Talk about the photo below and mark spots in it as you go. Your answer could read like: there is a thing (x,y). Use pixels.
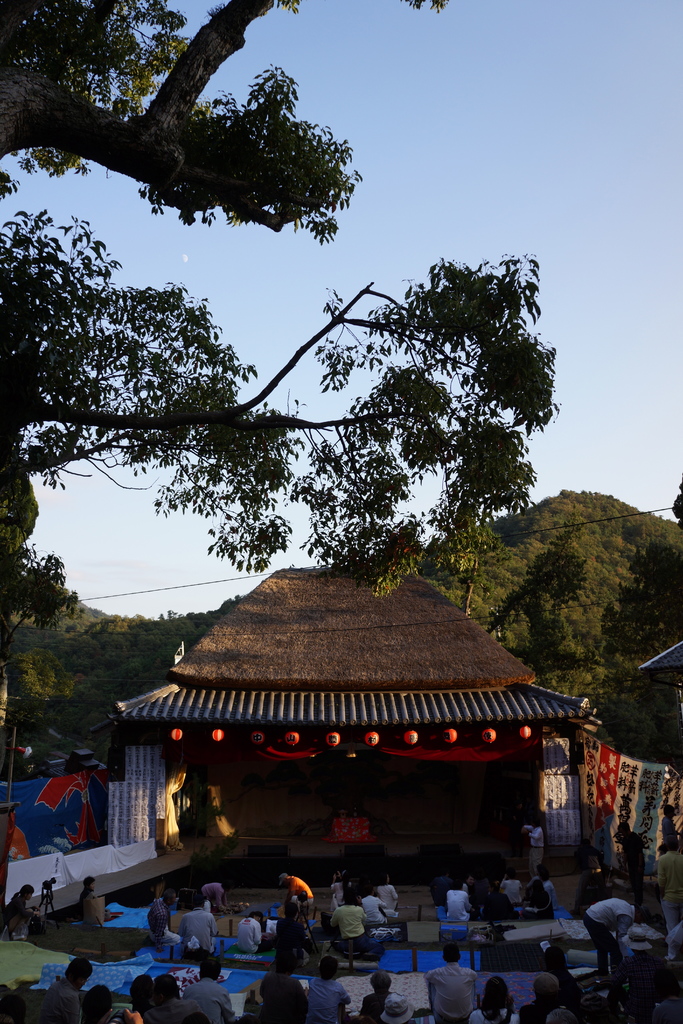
In this image there is a stage (500,760) with hut (535,708) in-front of that there are so many people (94,1014) sitting on the mat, also there is a tree (20,555), behind the stage (436,744) there is a mountain (627,510).
